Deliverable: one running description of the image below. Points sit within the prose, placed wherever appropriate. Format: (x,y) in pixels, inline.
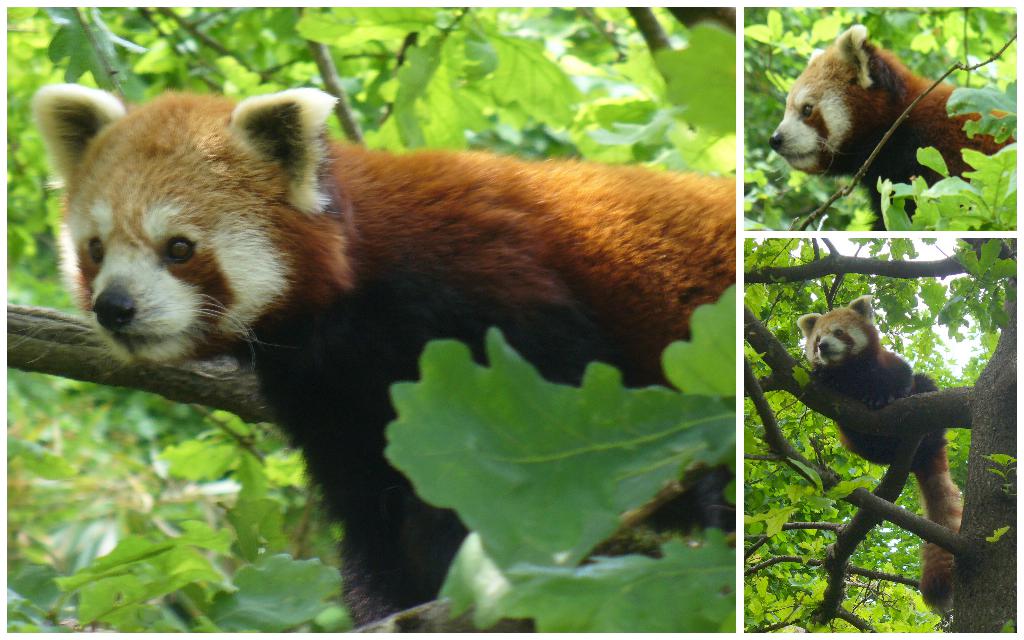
This is a collage picture and in these three pictures we can see an animal (875,362) on a tree branch (787,388) and in the background (870,471) we can see leaves (621,13).
